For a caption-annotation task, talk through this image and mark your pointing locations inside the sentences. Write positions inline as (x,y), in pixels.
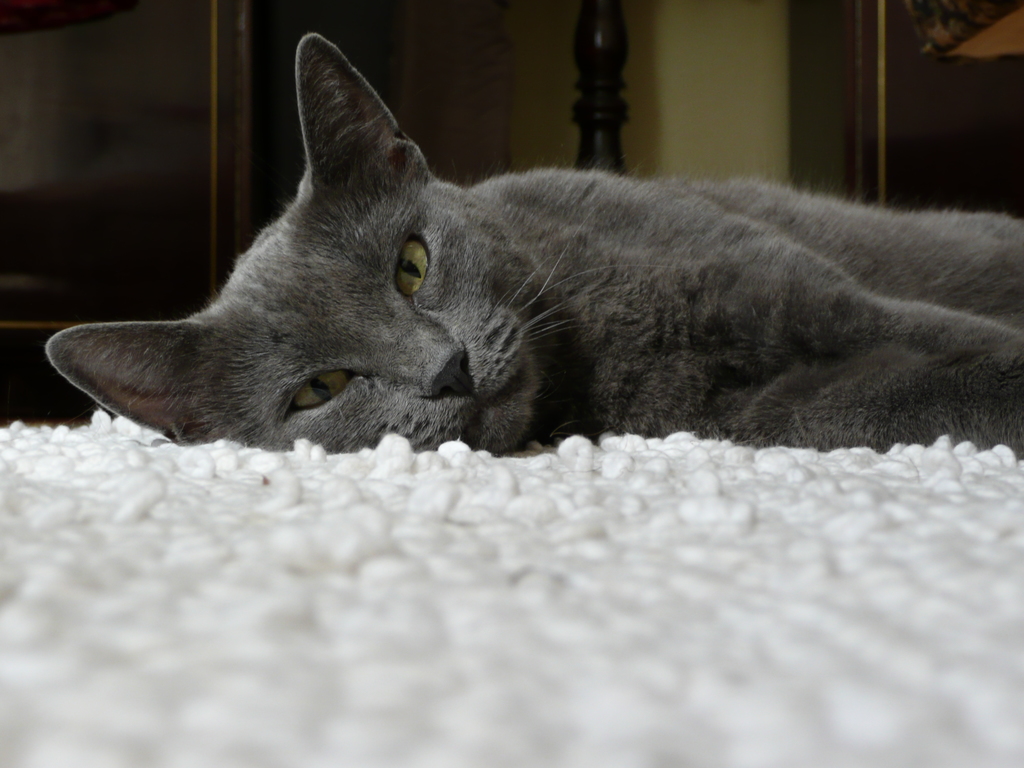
In this picture we can see a floor mat (317,555) and a cat (273,384) and in the background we can see a wall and some objects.
